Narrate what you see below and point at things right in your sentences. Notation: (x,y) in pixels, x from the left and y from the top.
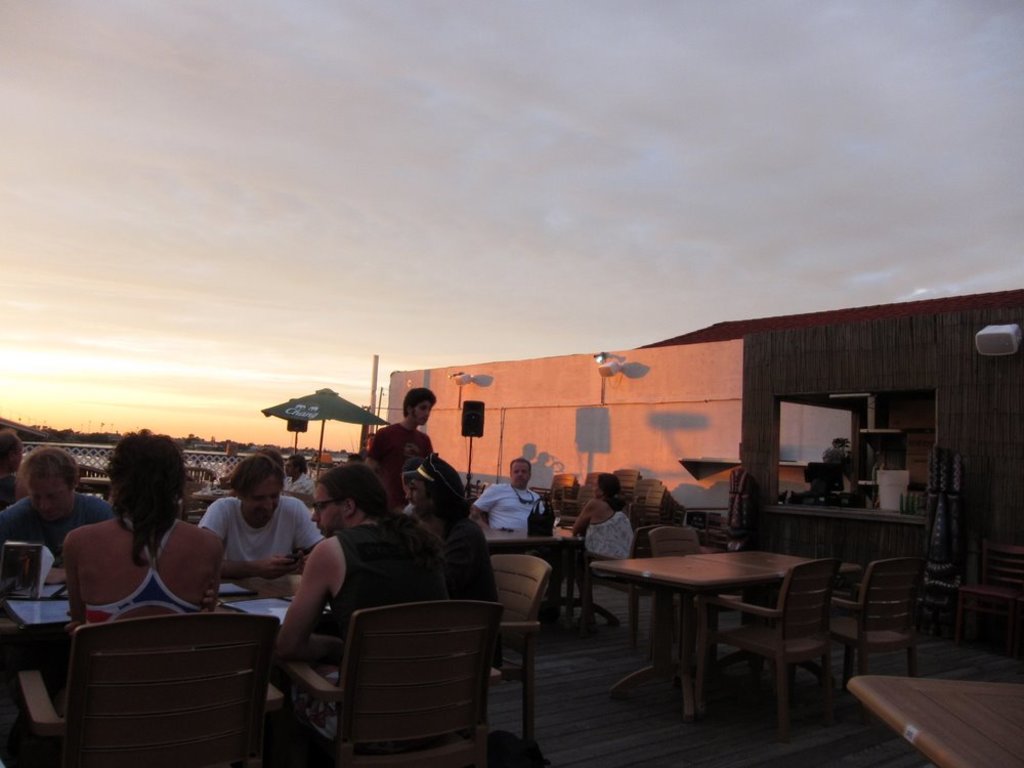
This is a picture taken in the out door, this is a roof top restaurant (665,533) and the people (324,563) are sitting on the chairs (509,610) in front (281,598) there is a table (282,584) on the table (239,597) there are the files (53,608) these is a wooden floor (595,727). The top of them is sky (255,160) with clouds (255,216).
